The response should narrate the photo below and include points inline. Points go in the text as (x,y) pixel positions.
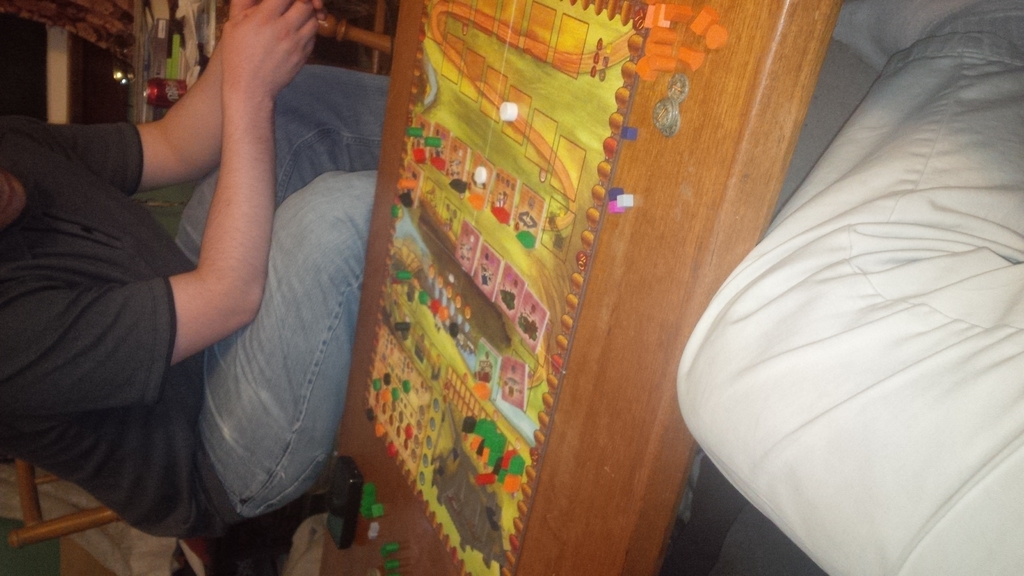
Here persons (197,297) are sitting, this is wooden object (588,312), this is a can (175,93).
